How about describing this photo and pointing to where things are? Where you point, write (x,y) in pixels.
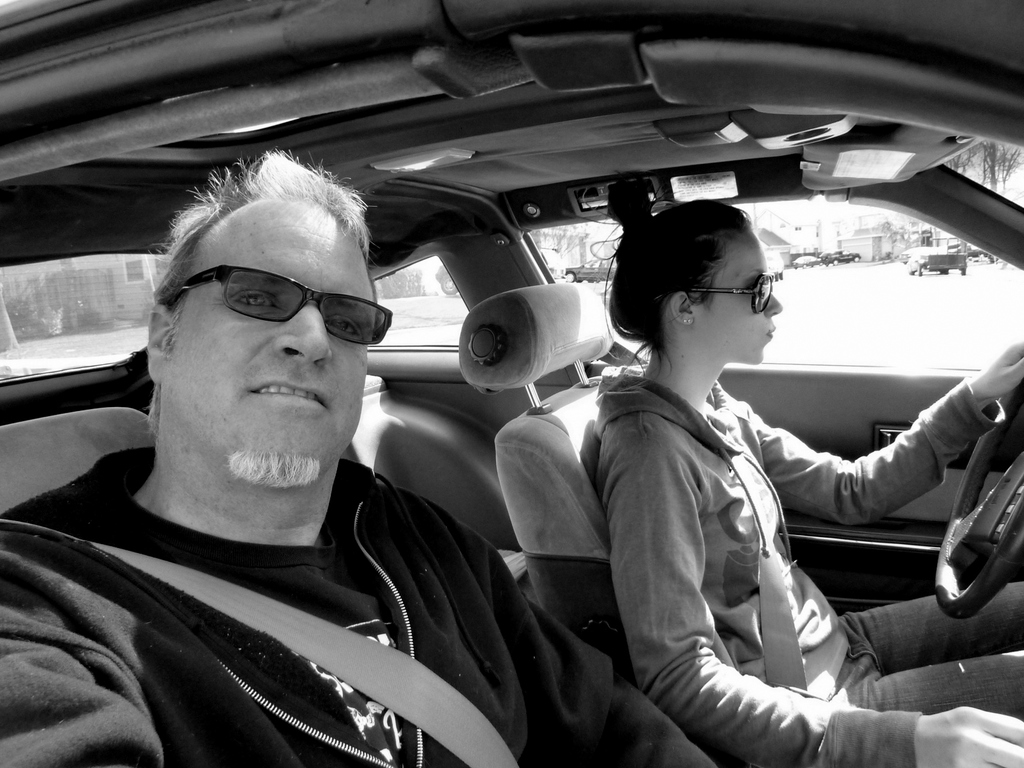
In this picture we can see two people (269,497) sitting in a car (454,419). In the background (429,342) we can see vehicles (945,259) on the ground (926,280), buildings (787,253), trees (989,164) and some objects (931,239).
